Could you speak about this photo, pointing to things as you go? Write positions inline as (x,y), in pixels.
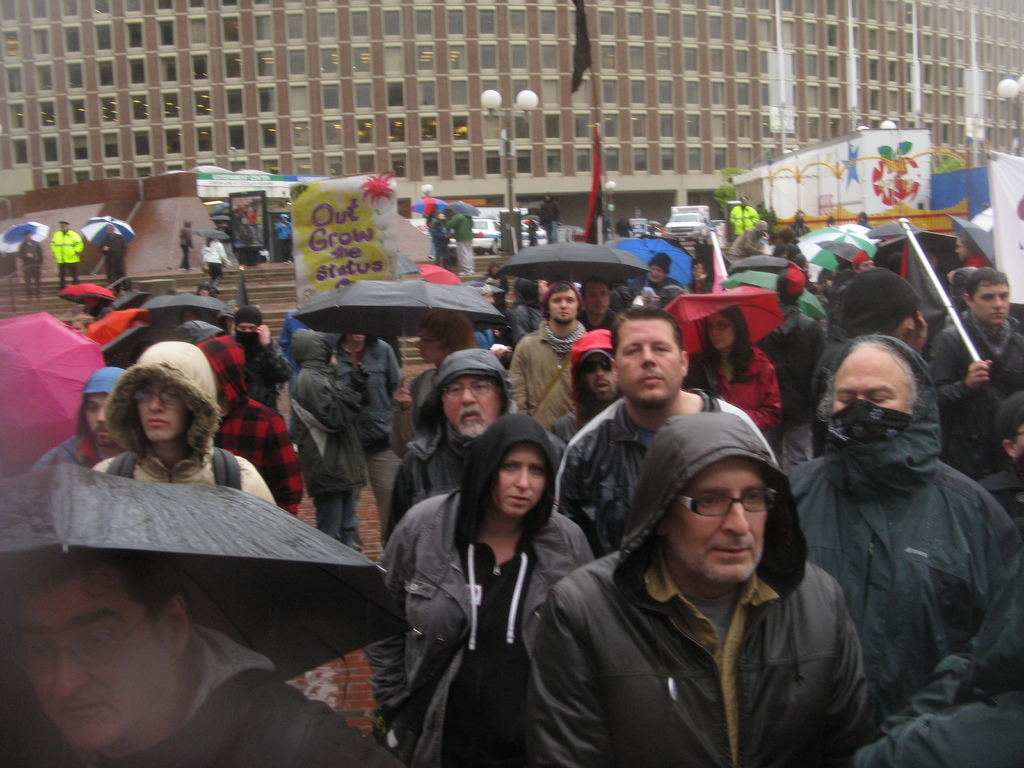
In this image we can see group of persons (483,523) on the road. In the background (230,279) there are stairs (273,294), light pole (511,174), vehicles (491,247) and building (300,108).
